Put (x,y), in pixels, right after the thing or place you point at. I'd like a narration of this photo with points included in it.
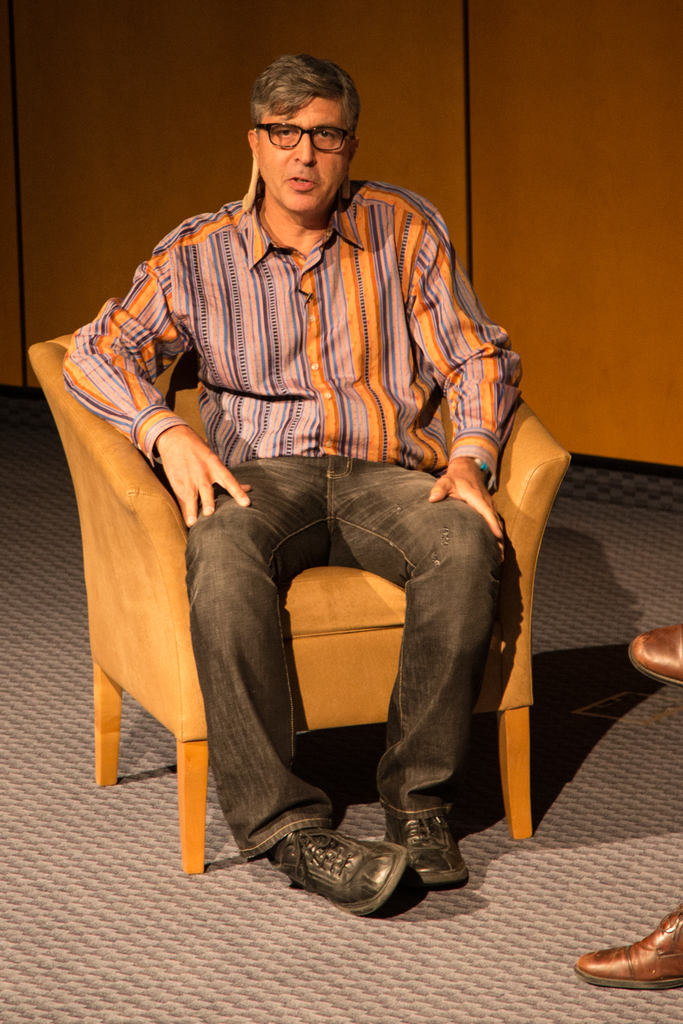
In this picture we can see a man (404,732) sitting on a chair (96,725) and looking at someone.
